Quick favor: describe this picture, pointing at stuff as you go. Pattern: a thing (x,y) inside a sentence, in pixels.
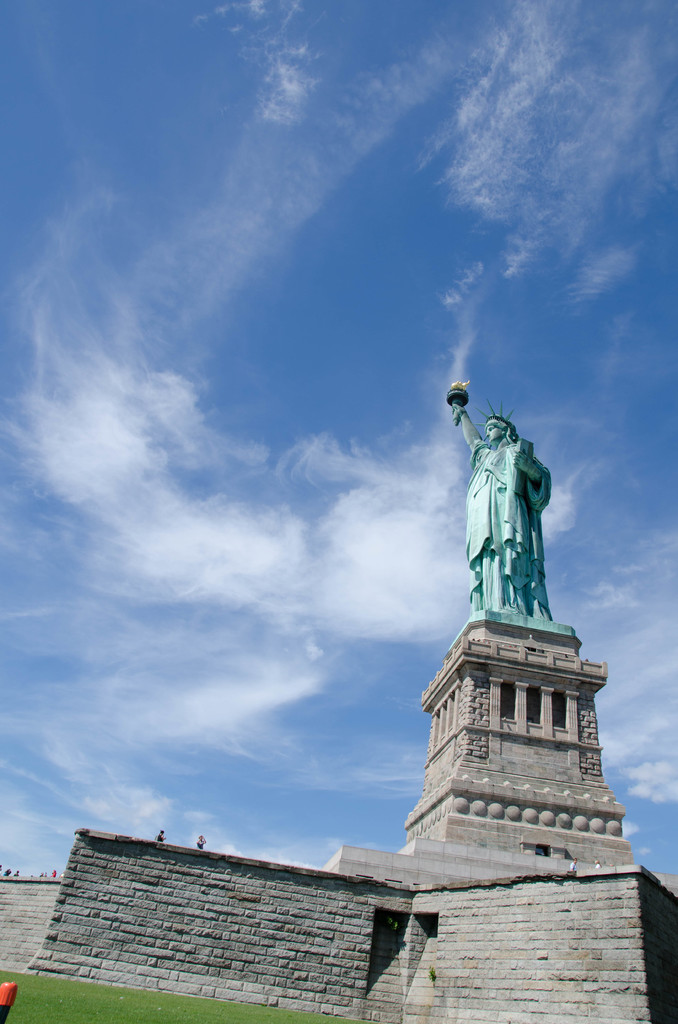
In the foreground of this image (447,915), there is a statue (477,578), wall (275,976) and the grass (142,992). At the top (153,27), there is the sky (240,23) and the cloud (422,87).
